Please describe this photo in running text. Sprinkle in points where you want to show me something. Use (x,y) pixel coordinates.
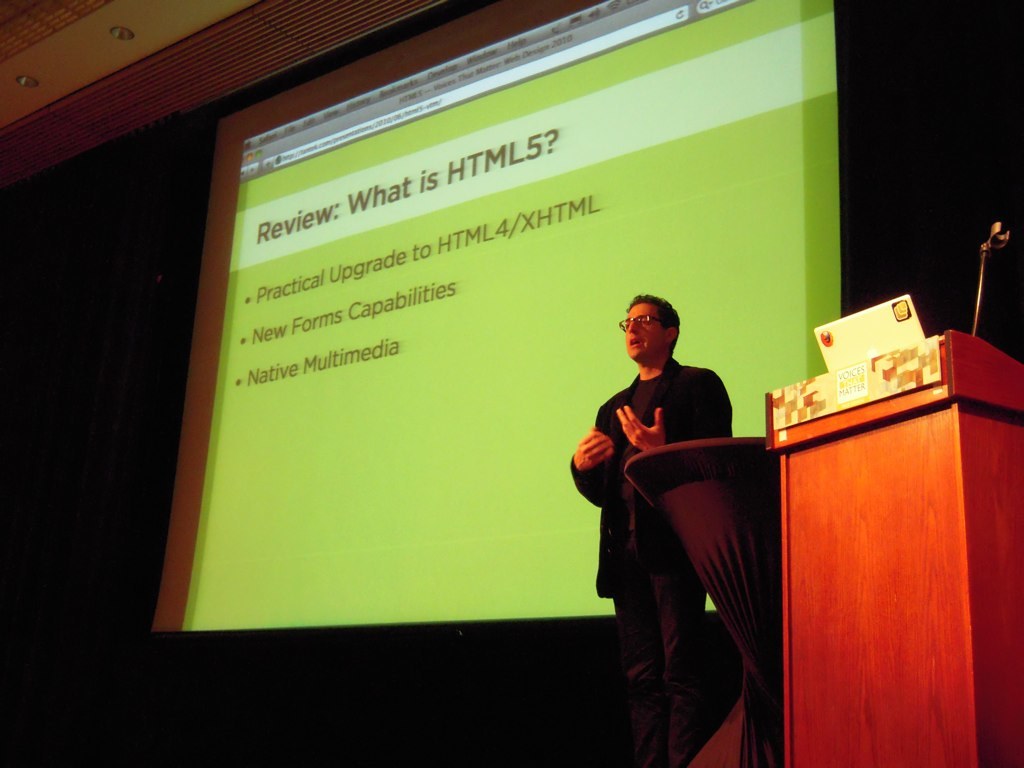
In the picture we can see a man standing and giving a seminar and beside to the man (679,567) we can see a desk (863,653) with a microphone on it and in the background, we can see a screen (821,30) and some information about the HTML5 and to the ceiling (73,77) we can see a light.
